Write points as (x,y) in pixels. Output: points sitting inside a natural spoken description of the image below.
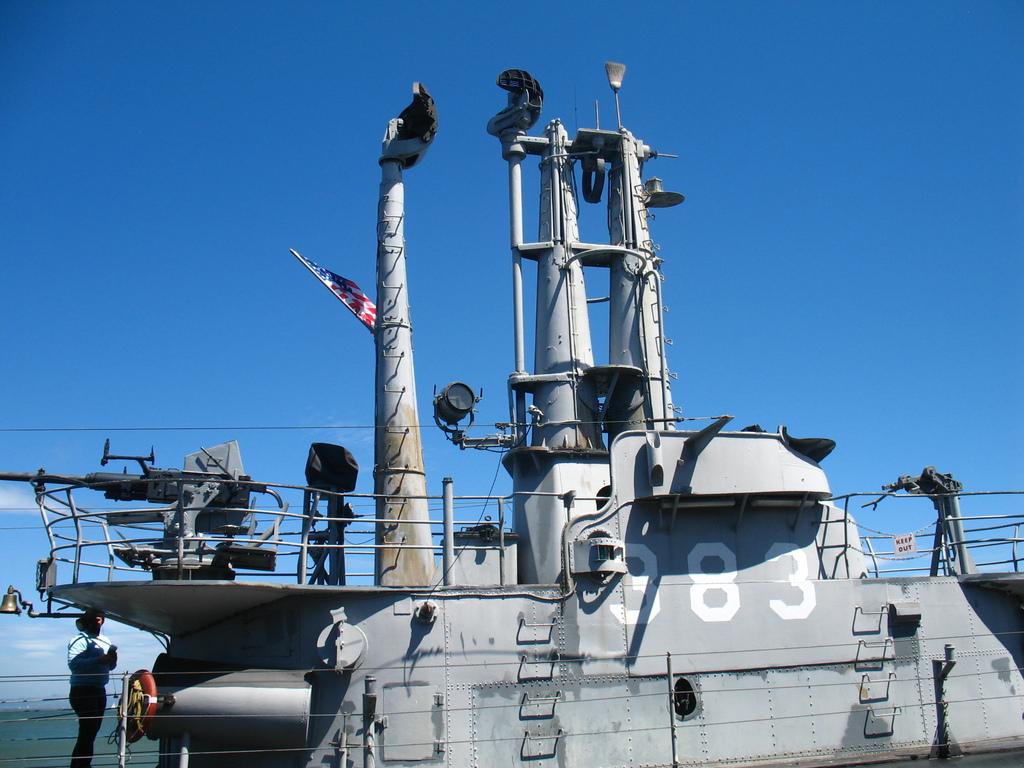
In the picture it looks like a ship (427,665) and there is a lot of equipment (530,532) on that ship (128,675), there is a person (96,669) standing on the left side (86,661).
